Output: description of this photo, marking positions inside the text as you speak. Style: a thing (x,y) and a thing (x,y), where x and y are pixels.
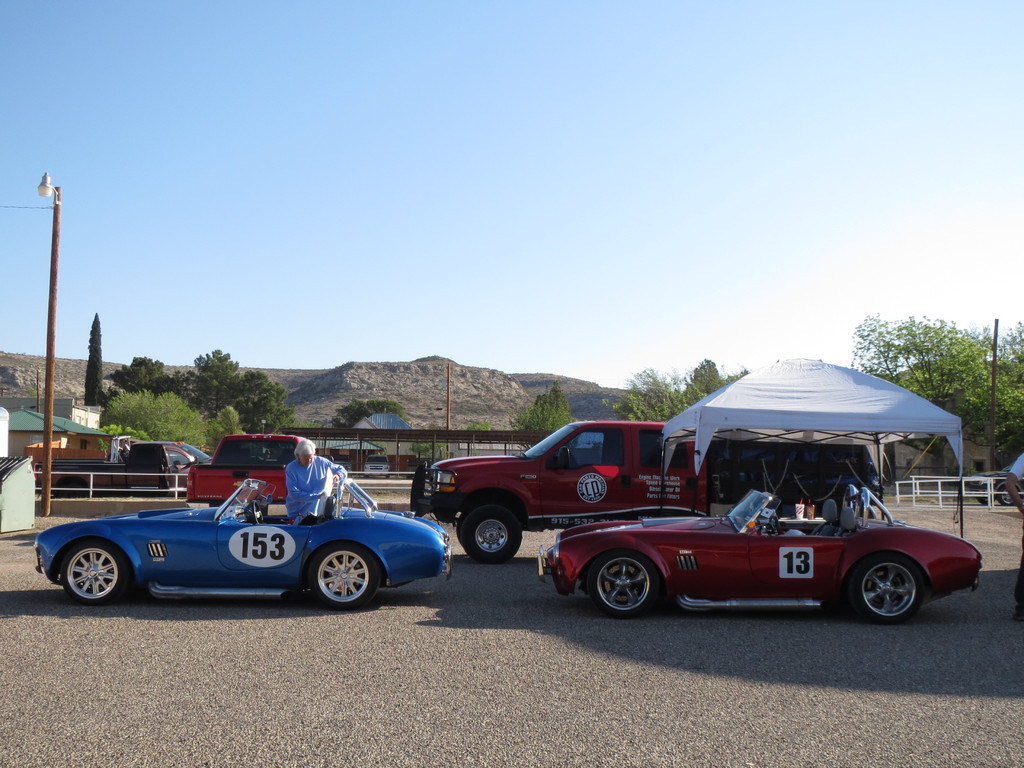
In this image there is a road (232,606), on the road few vehicles (637,431) and a tent (762,370), there is a person (305,485) visible in the blue color vehicle (238,570), in the background (189,368) there is the hill (515,380), pole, trees (206,377), fence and house (57,435) visible, at the top (428,125) there is the sky (377,119).
